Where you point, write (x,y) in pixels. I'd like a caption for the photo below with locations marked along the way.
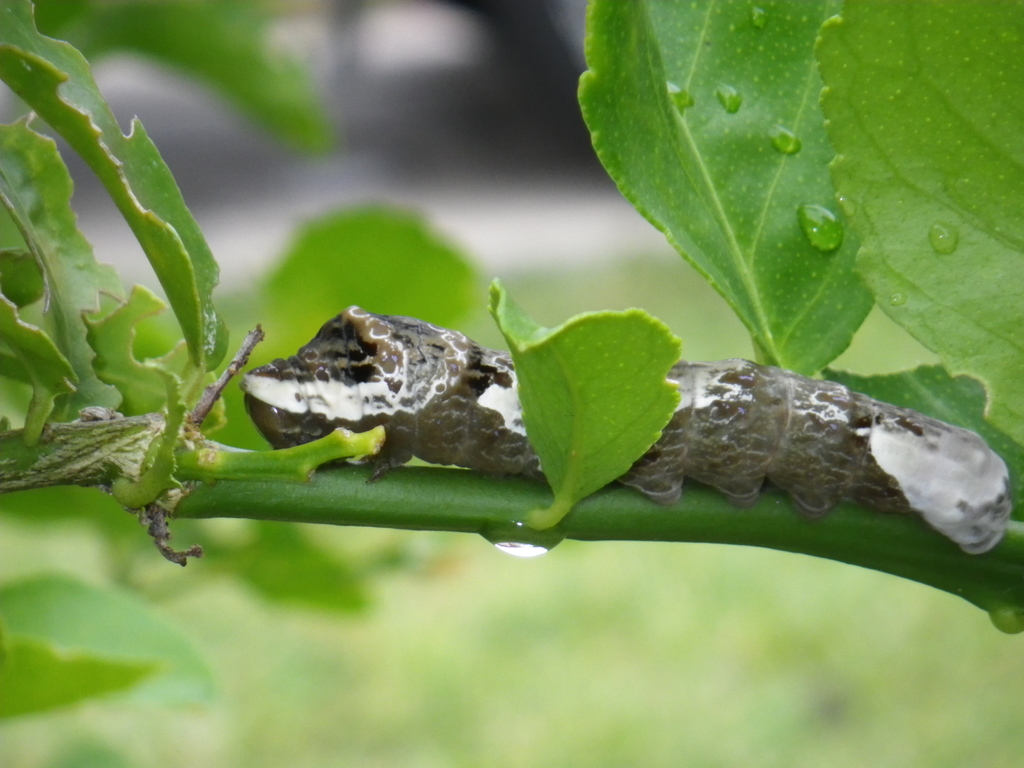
In the image we can see a plant (978,570), on the plant (183,272) there is an insect (321,340). Background of the image (136,748) is blur.
